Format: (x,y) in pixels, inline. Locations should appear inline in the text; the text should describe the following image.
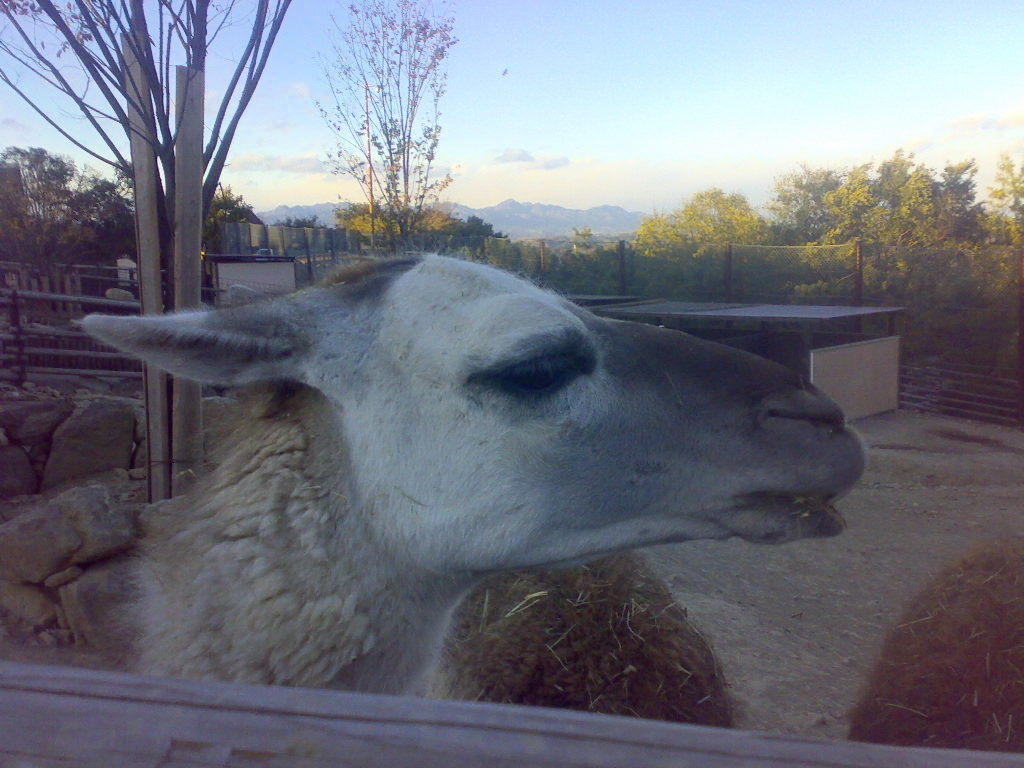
In this picture we can see an animal (405,606), grass (594,672), tree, stones (112,576), shed (697,319) and fence (103,361). In the background of the image (67,233) we can see trees (928,199) and sky (701,150).
